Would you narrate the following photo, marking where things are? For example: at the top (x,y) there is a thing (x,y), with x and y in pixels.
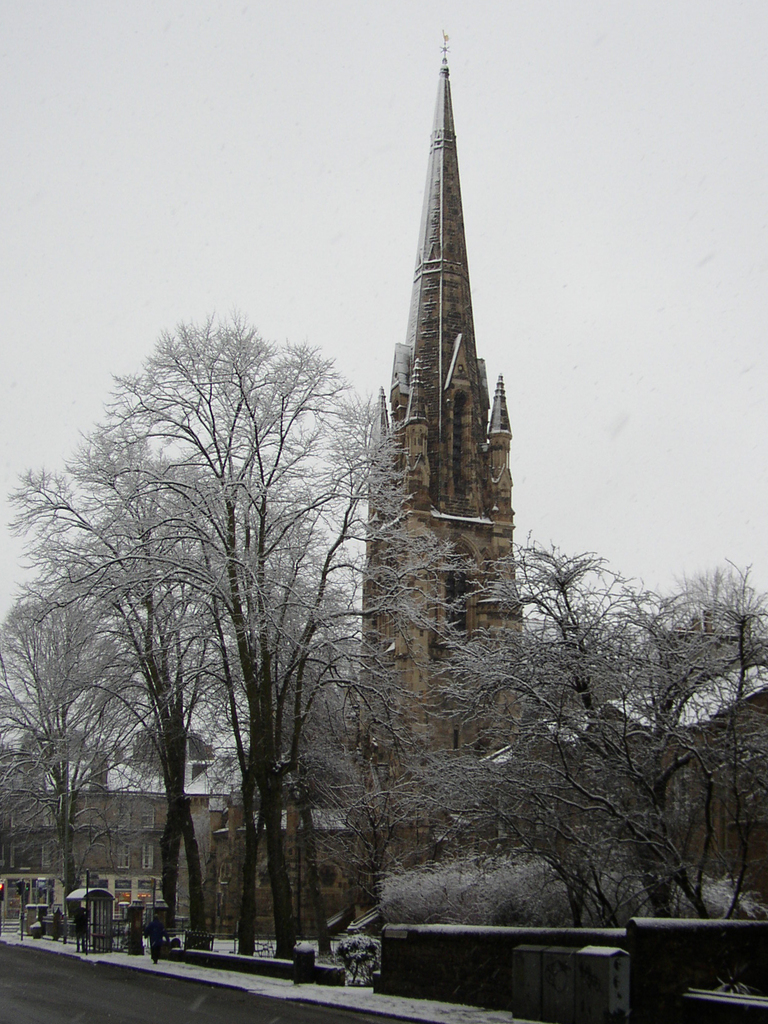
In this image we can see buildings (454,169), trees (443,788), booths (94,910) on the road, person's (155,934) walking on the road (178,986) and sky (477,122).
